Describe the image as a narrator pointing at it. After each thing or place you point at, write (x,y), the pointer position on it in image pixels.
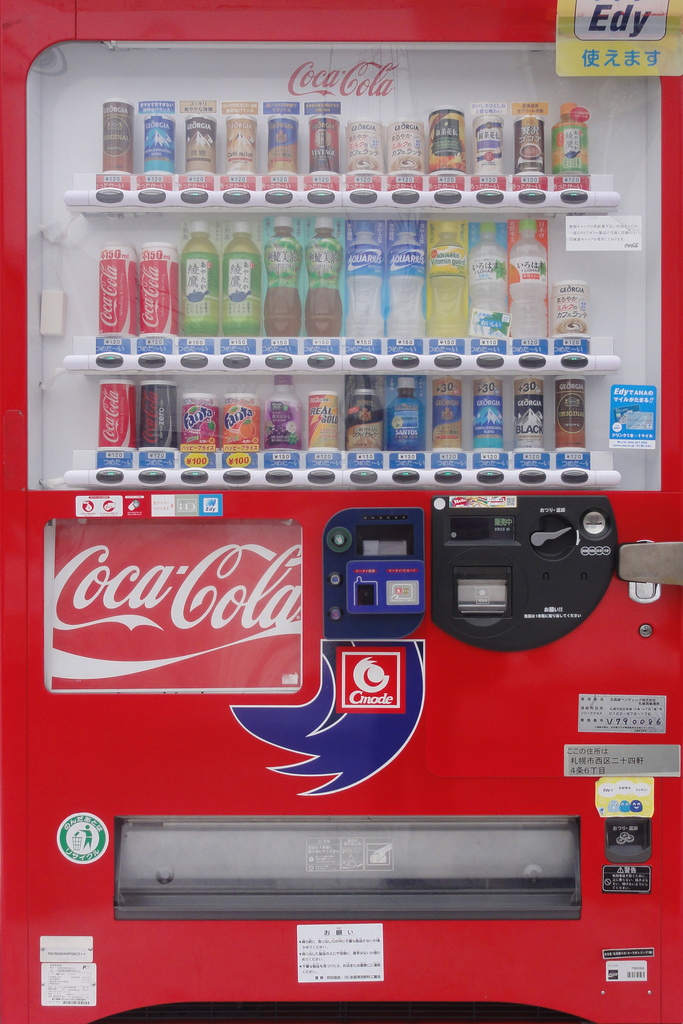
In this image, we can see a vending machine (356,710) contains some bottles (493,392).
